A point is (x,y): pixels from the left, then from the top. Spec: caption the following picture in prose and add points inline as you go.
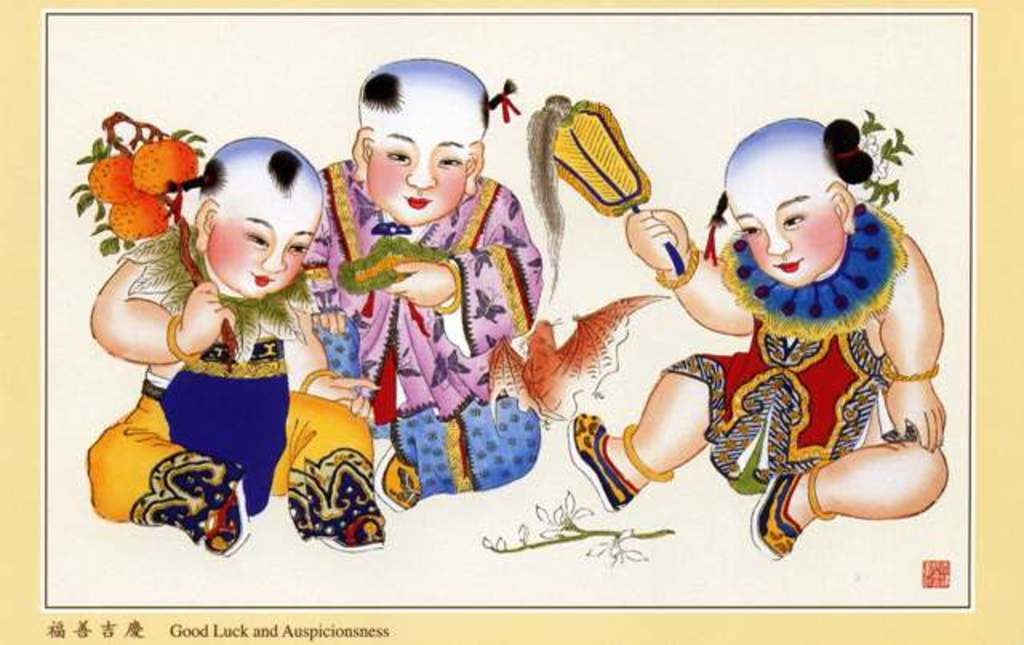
In this image I can see paintings (511,117) of three persons (479,313), fruits (121,170), plants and some objects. This image looks like a photo frame (21,510).
